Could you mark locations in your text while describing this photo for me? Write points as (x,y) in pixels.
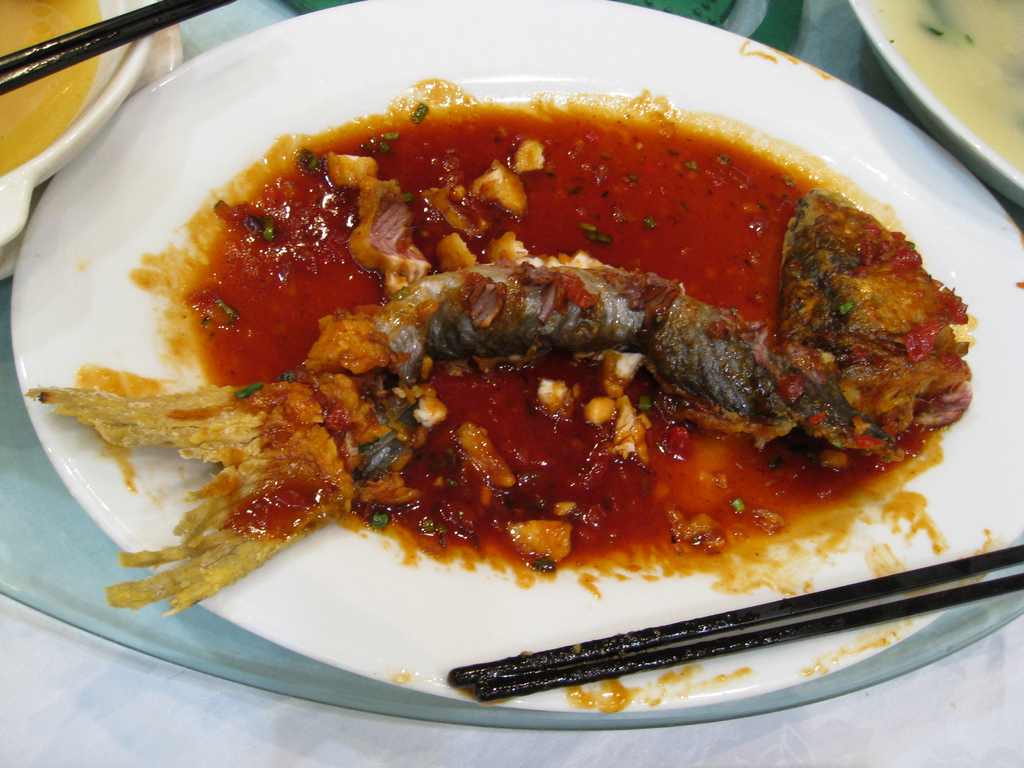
In this image there is a plate (837,130) in which there is a fish curry (596,318) in it. There are chopsticks (699,630) beside the plate (705,680).
